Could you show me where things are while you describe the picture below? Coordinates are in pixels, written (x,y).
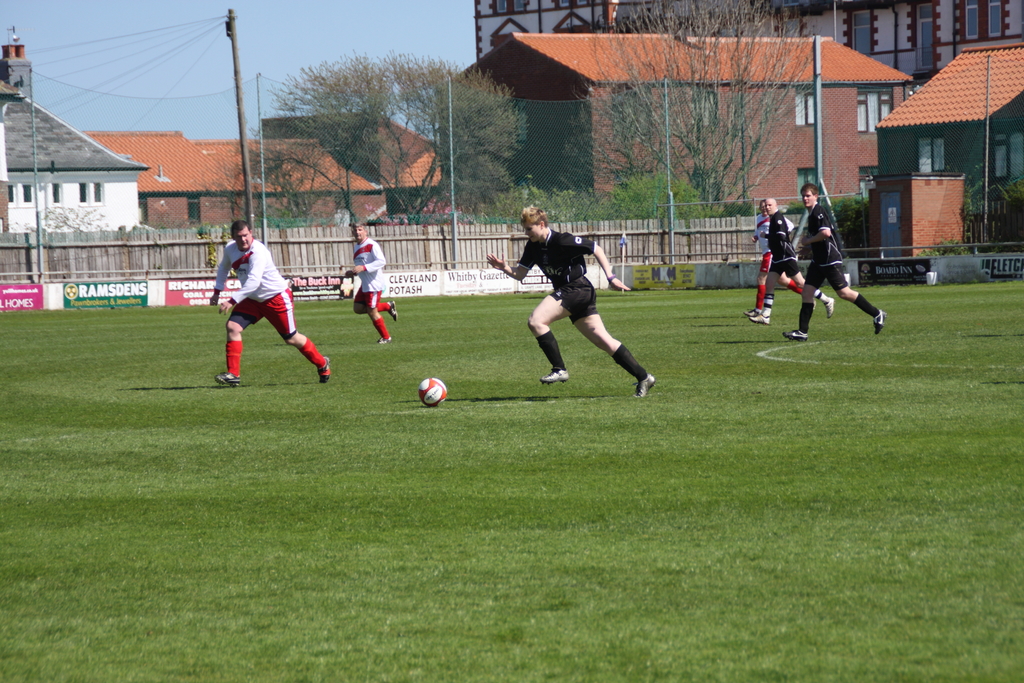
This image consists of many people (649,387) playing football. At the bottom (312,560), there is green grass (398,493). In the middle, there is a ball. In the background (478,236), there is a fencing (414,226) made up of wood (68,251) along with houses (301,150) and buildings (873,97).
